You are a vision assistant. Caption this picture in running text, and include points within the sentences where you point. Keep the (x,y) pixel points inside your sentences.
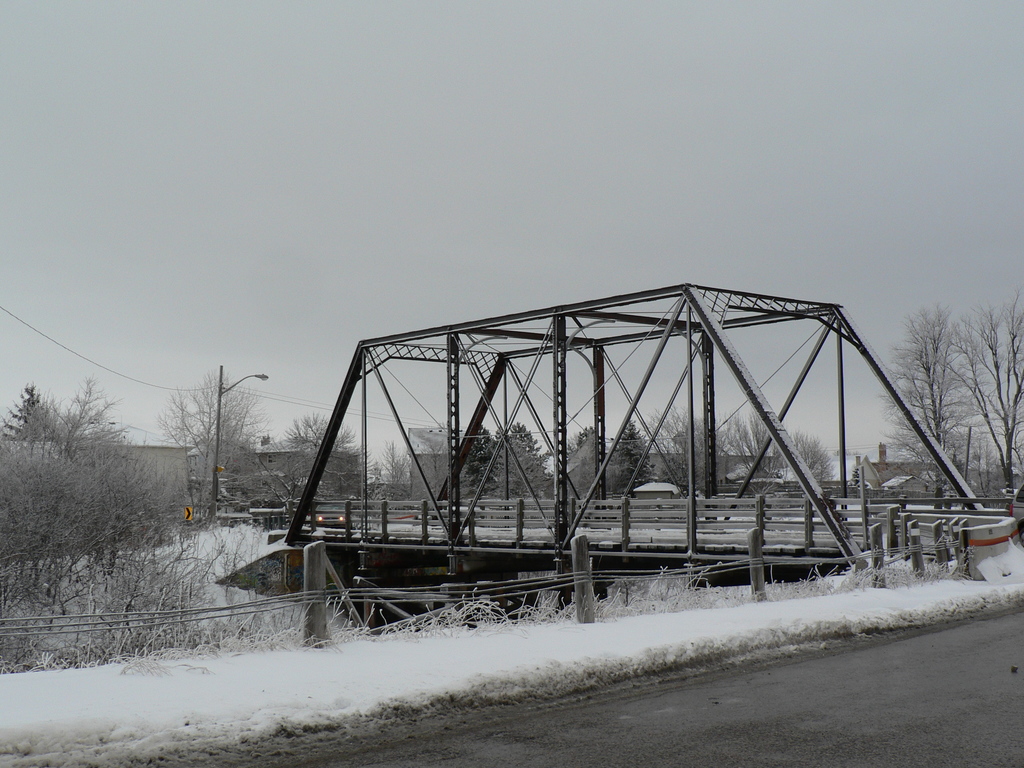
In this image we can see a bridge (449,477). There are many trees (903,457) in the image. There are few houses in the image. There is a road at the bottom of the image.
